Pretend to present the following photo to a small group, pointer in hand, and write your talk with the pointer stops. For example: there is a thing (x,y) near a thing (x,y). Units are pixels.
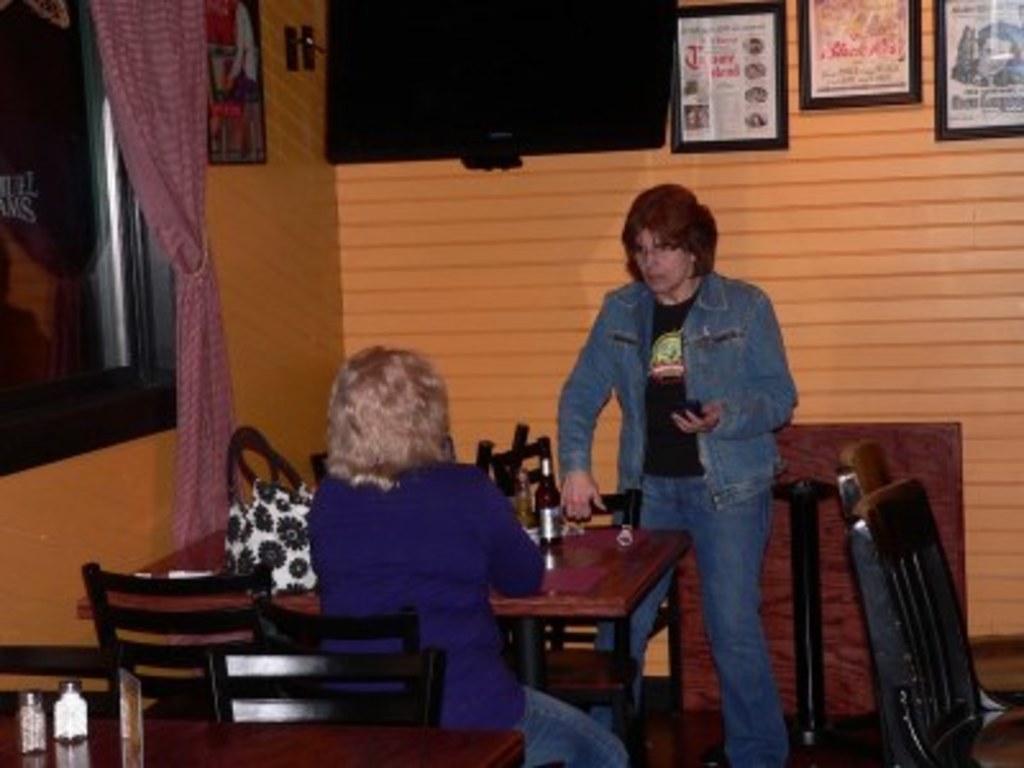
In the center (400,495) we can see two person (562,406) one of the lady (391,524) she is sitting on the chair (406,651) in front of table (570,569). And other lady (667,335) she is standing coming to the background (458,225) there is a wall (483,216) and the television (581,96) and photo frames (677,100).
